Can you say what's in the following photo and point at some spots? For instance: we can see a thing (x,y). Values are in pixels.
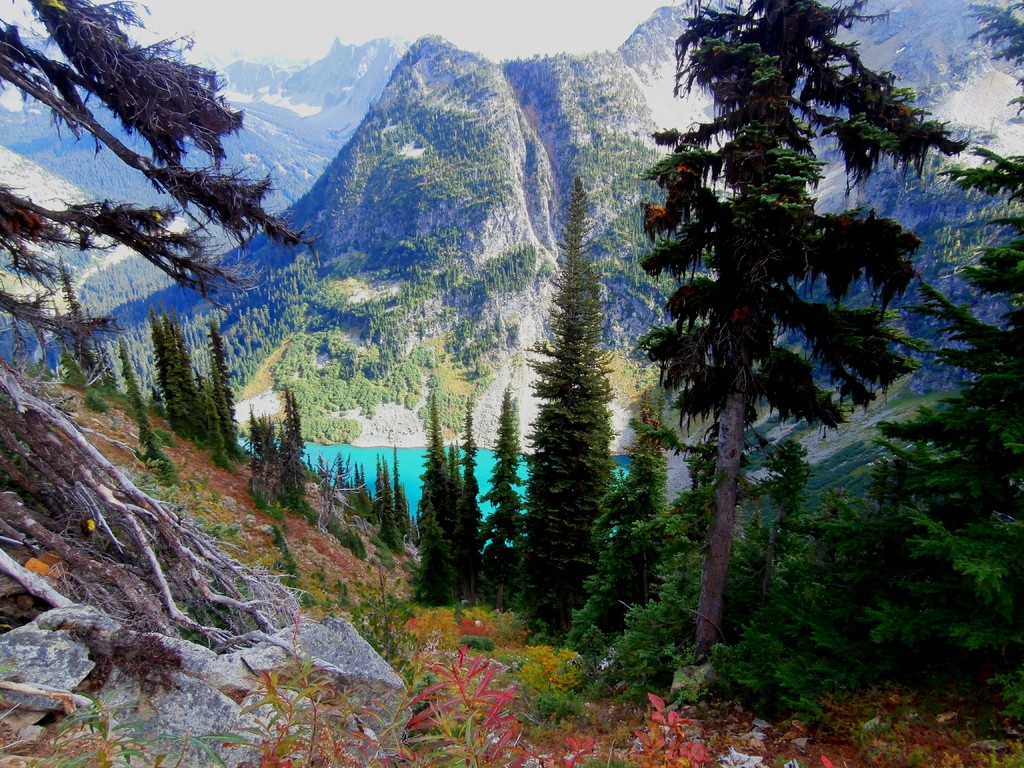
In this image, we can see trees (594,283), hills (322,422), rocks (365,677), plants (350,595) and there is water (356,461).
